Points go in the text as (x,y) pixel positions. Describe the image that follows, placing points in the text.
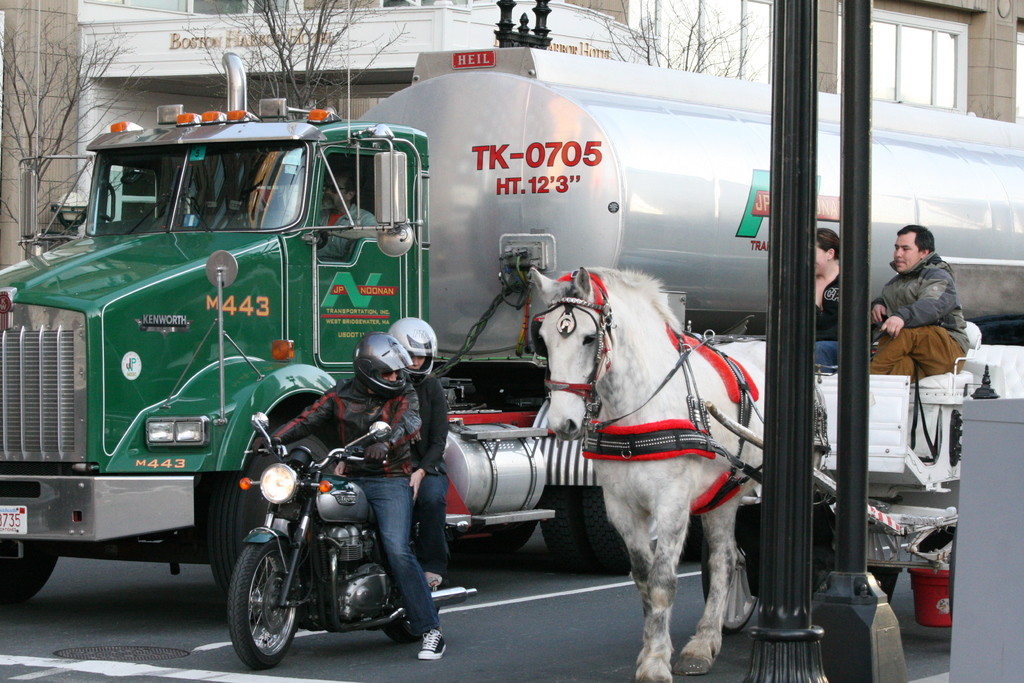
In this image i can see a truck (194,291) with a tanker (679,260) attached to it, and a horse (617,419), i can see 2 persons (368,429) riding a motor bike (359,518). In the background (69,95) i can see trees (82,91), buildings (194,23), and few windows (907,68).
